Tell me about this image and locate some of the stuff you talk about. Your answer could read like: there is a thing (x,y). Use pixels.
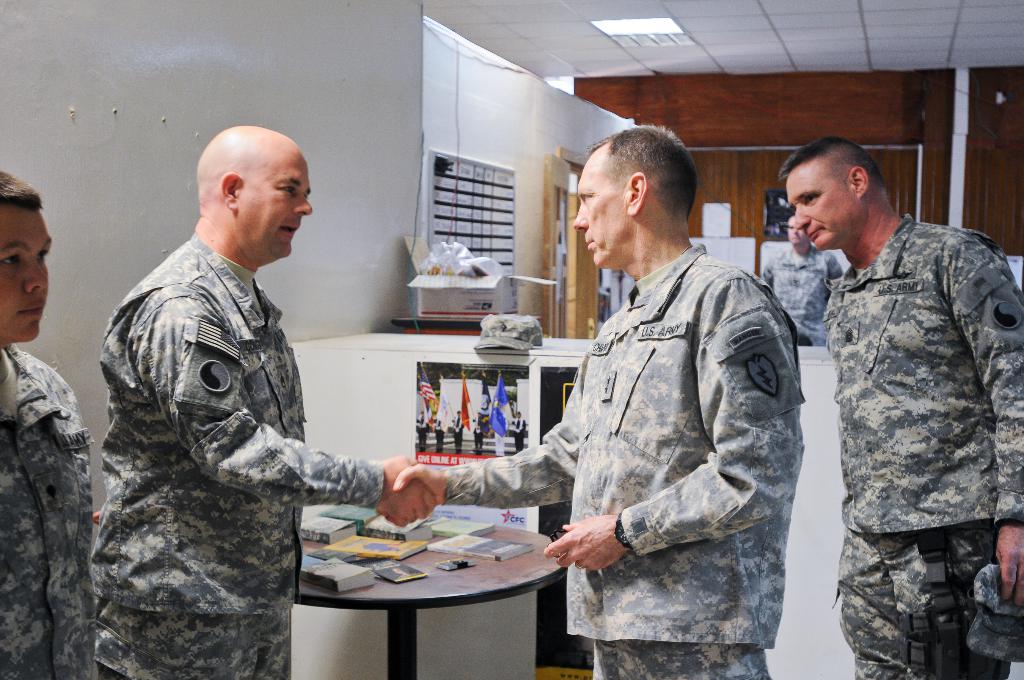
This picture is clicked inside a room (576,26). There are few people (672,400) standing. There are two people (373,477) shaking hands (406,485) and beside them there is a table (425,590) and on books (400,550) are placed. There is also poster (463,418) behind them. On the poster (516,424) there is logo (517,515), text (441,461) and people (443,431) holding flags (492,429) in their hand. In the background (523,336) there is a box (495,289), cap (515,325), a door (574,299) and wall (359,120). There is light (626,33) to the ceiling (633,50).
